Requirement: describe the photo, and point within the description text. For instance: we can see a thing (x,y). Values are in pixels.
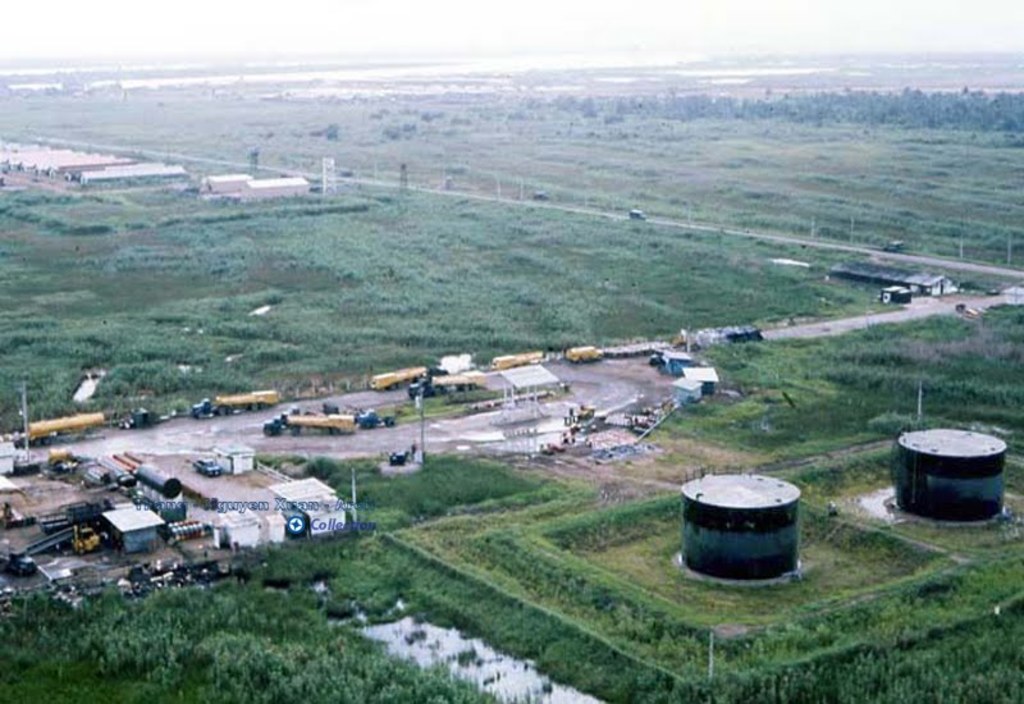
In this image I can see many vehicles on the road (156,455). To the side of the road (251,438) I can see the poles (352,468) and plants (403,541). I can see two tanks (754,538) to the right (697,545). In the background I can see the sheds (230,188), many trees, clouds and the sky (373,38).
